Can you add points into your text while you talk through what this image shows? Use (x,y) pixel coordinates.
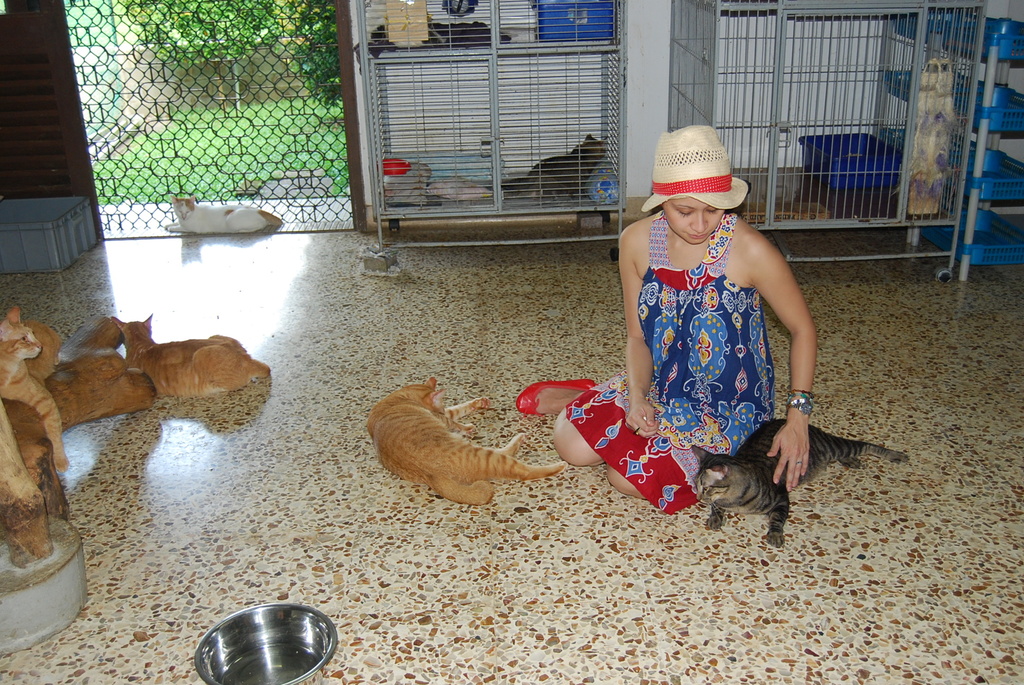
The picture shows that the girl (697,364) is sitting on the floor (632,512) and playing with the cats (763,480). There are more number of cats (186,386) which are playing on the floor (290,478). There is a bowl (288,654) on the floor (195,672). At the back side (340,192) there is a fence (279,73) through which we can see the grass (238,129) and trees (250,22). Beside the woman (712,152) there is a cage (784,68).
